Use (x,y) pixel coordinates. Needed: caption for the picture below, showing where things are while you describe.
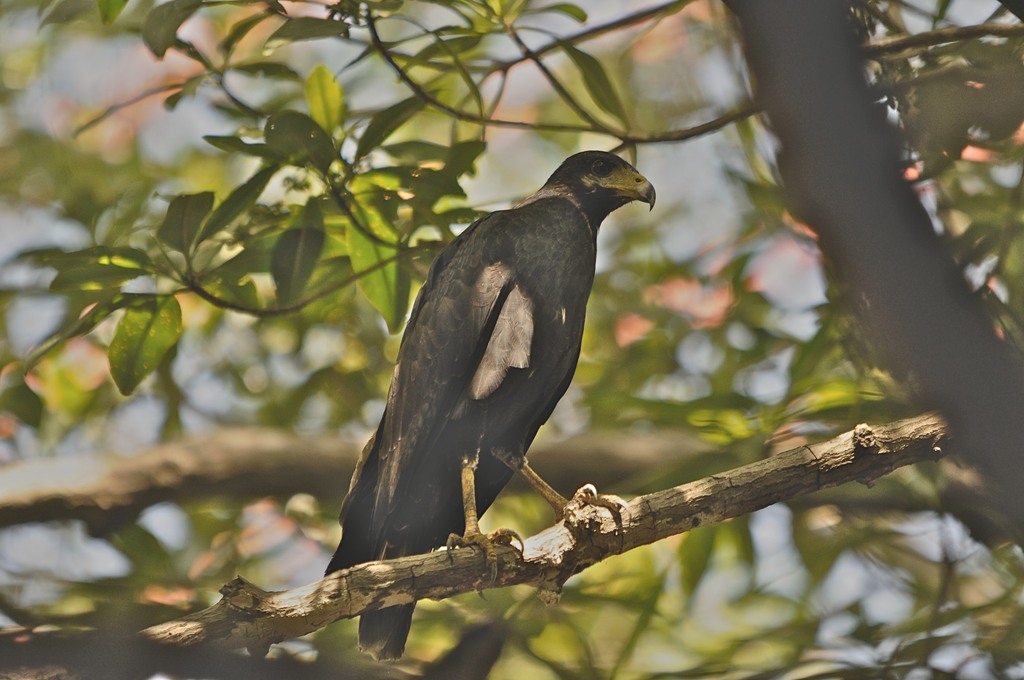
In this image, we can see a bird (517,406) on the tree stem (549,560). In the background (213,331), there are leaves (581,400), stems (192,278) and blur view.
